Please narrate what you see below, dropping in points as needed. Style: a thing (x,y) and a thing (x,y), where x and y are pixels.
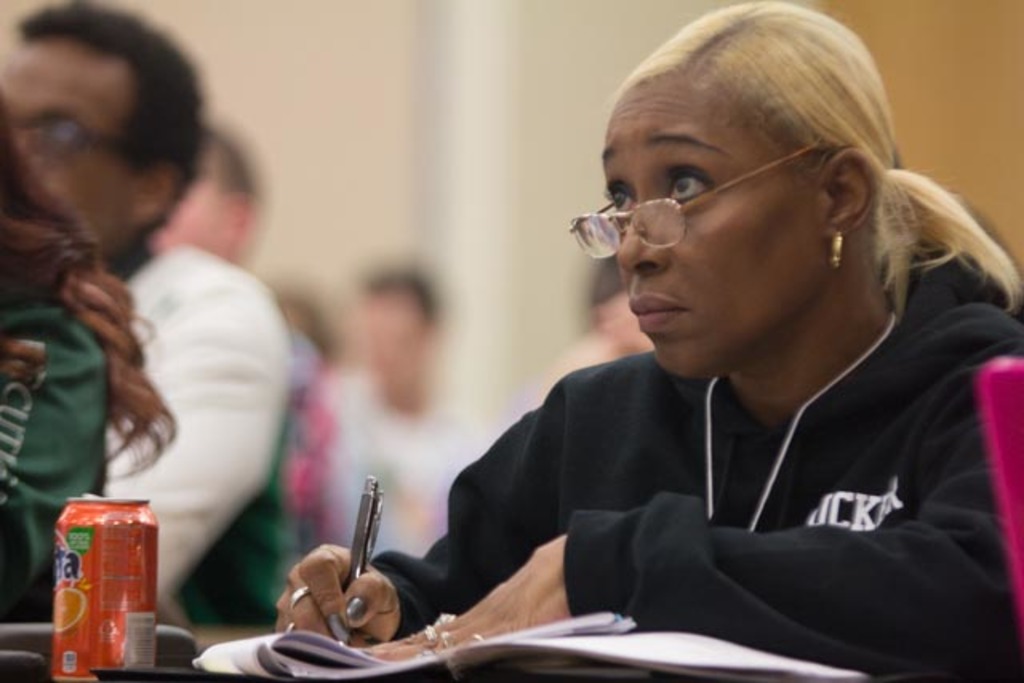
This picture shows a woman (842,522) seated and writing on the papers (543,667) with a pen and she wore spectacles (652,231) and a can (139,610) on the table (196,682) and we see few people (58,167) seated and she wore a black jacket (700,451).
